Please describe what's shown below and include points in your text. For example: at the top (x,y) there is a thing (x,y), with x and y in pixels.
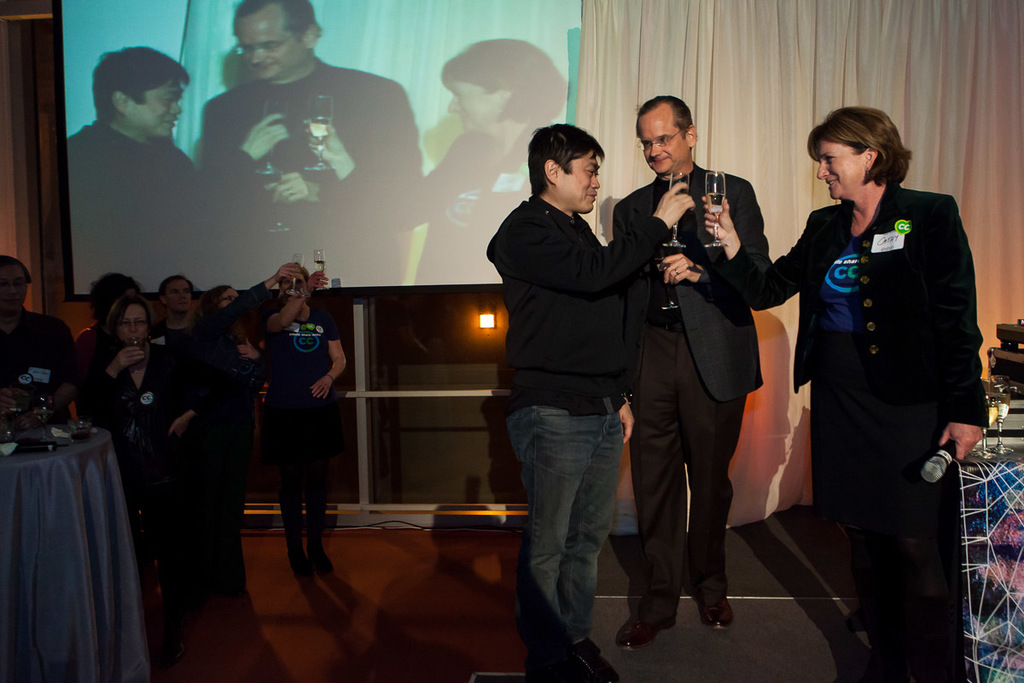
In this image we can see there are people (617,353) standing and holding a glass (668,286). And there is the table (1001,456) with cloth (999,630) and there is the mic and few objects (1001,398) in it. There is the table (82,498) and there are a few objects (73,415) in it. And at the back (344,137) there is the screen (344,137) and there are curtains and light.
